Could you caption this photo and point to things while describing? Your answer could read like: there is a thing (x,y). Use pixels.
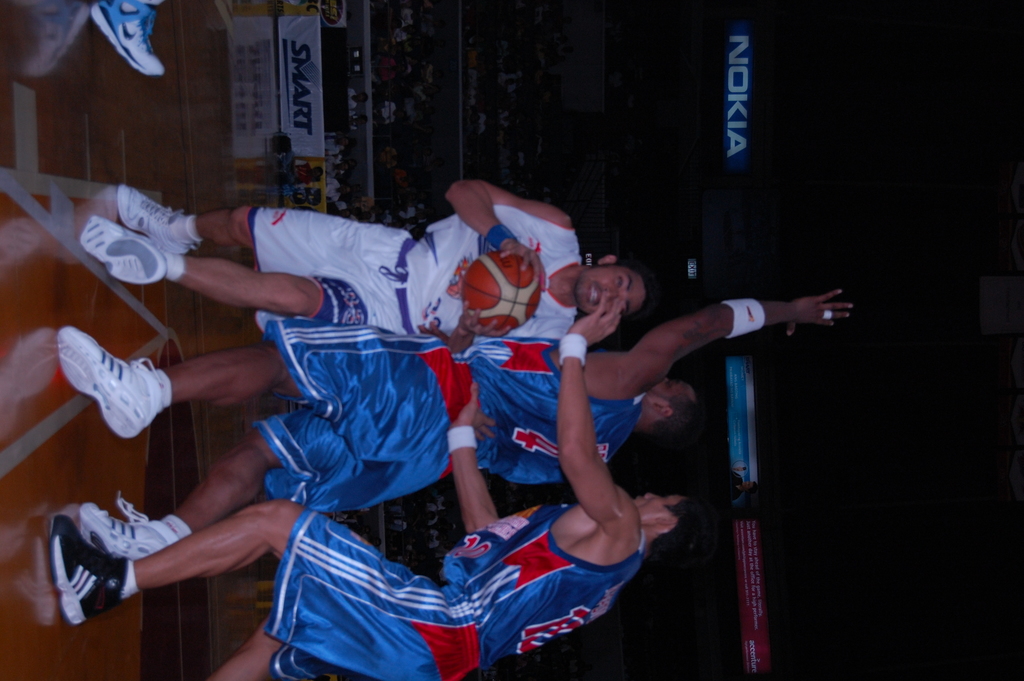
In the image there are few men (350,333) playing basketball. One team guy (383,261) wore white dress (463,270) and other team guy (457,439) wore blue dress (463,573) and over the background (405,127) there are viewers (529,132) watching the game. On the top (736,77) there is a advertisement banner (743,97) which says nokia on it.
